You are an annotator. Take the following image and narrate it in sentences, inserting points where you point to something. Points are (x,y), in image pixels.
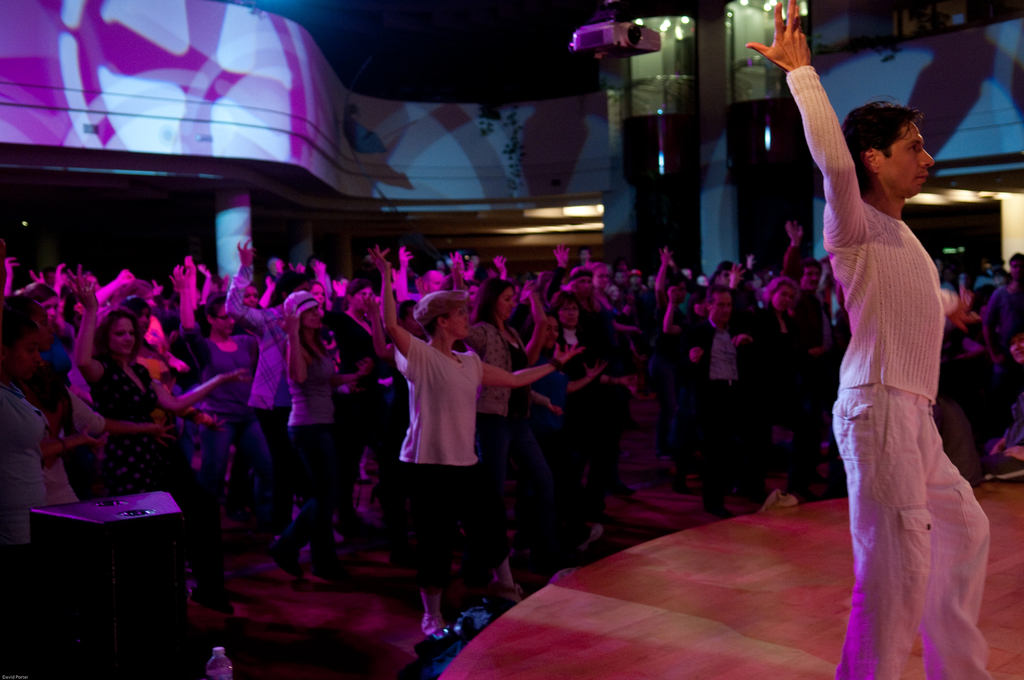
In this image we can see a person (977,564) standing on the stage (999,630). We can also see a group of people (529,408) standing on the floor (290,649), a speaker box (114,581), some lights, a bottle (227,677), a device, pillar (711,263) and a wall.
